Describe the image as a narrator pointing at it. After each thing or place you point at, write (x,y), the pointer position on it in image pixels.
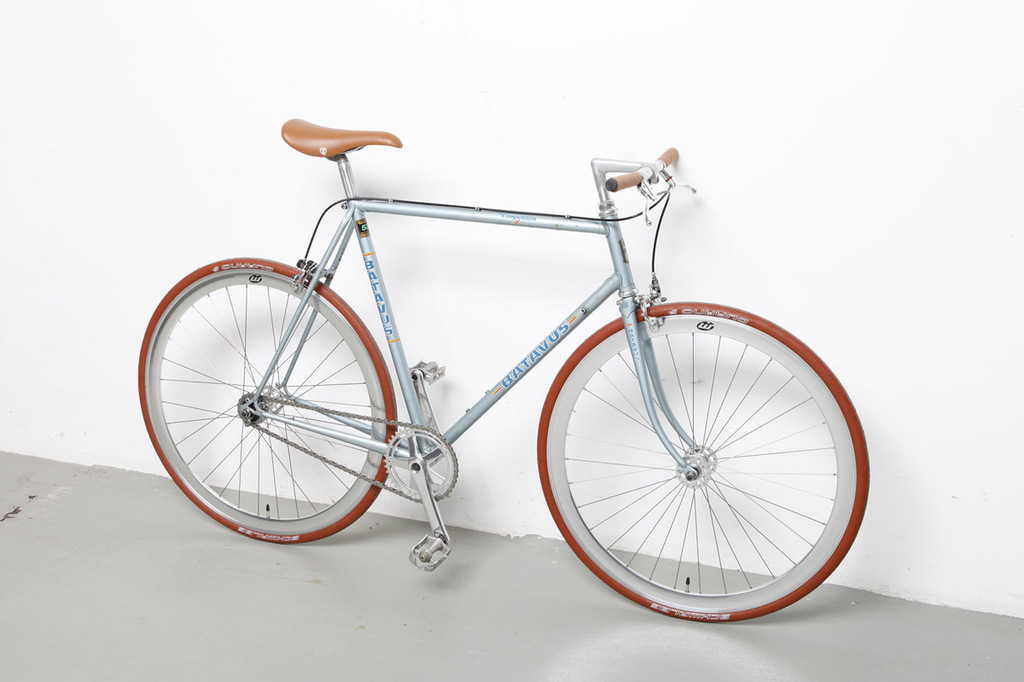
In this image we can see a bicycle (683,395) on the ground (354,561), and there is a white color wall (164,220).
